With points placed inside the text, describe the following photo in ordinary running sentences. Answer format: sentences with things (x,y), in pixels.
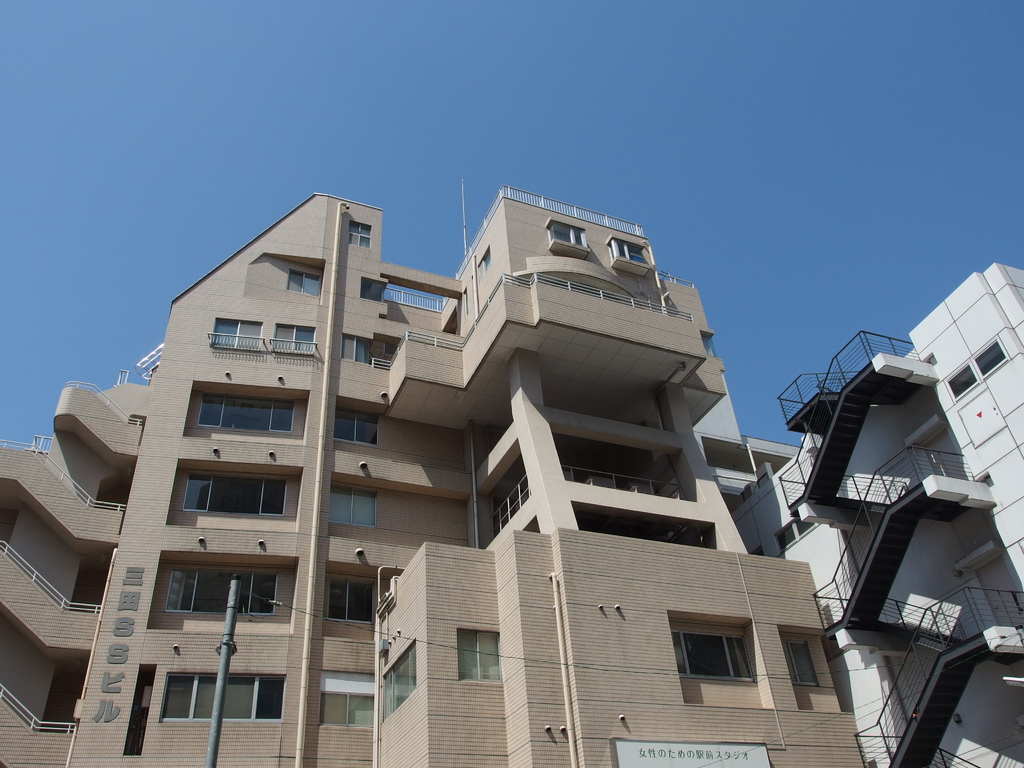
In the image we can see there are buildings (692,622) and there are stairs (875,576) on the building (866,693). There is a clear sky (567,121).
